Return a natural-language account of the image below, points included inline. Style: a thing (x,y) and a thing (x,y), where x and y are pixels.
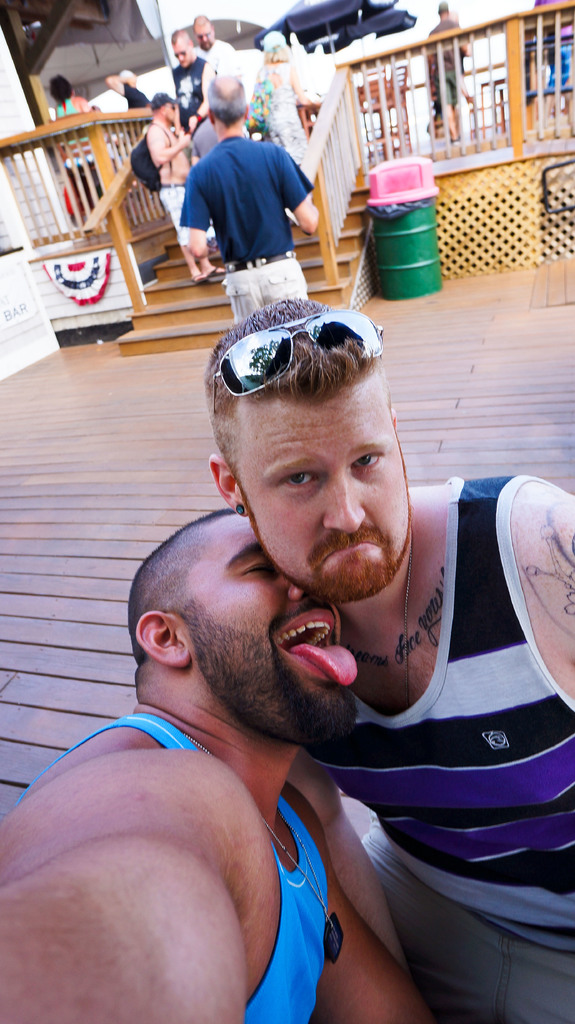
This is a zoomed in picture. In the foreground (251,844) we can see the two men (500,641) seems to be sitting on the ground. In the center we can see the group of people (272,149) and we can see the stairs (334,240), handrail (89,218), umbrella (411,24) and some other objects (384,253) in the background (26,8).
